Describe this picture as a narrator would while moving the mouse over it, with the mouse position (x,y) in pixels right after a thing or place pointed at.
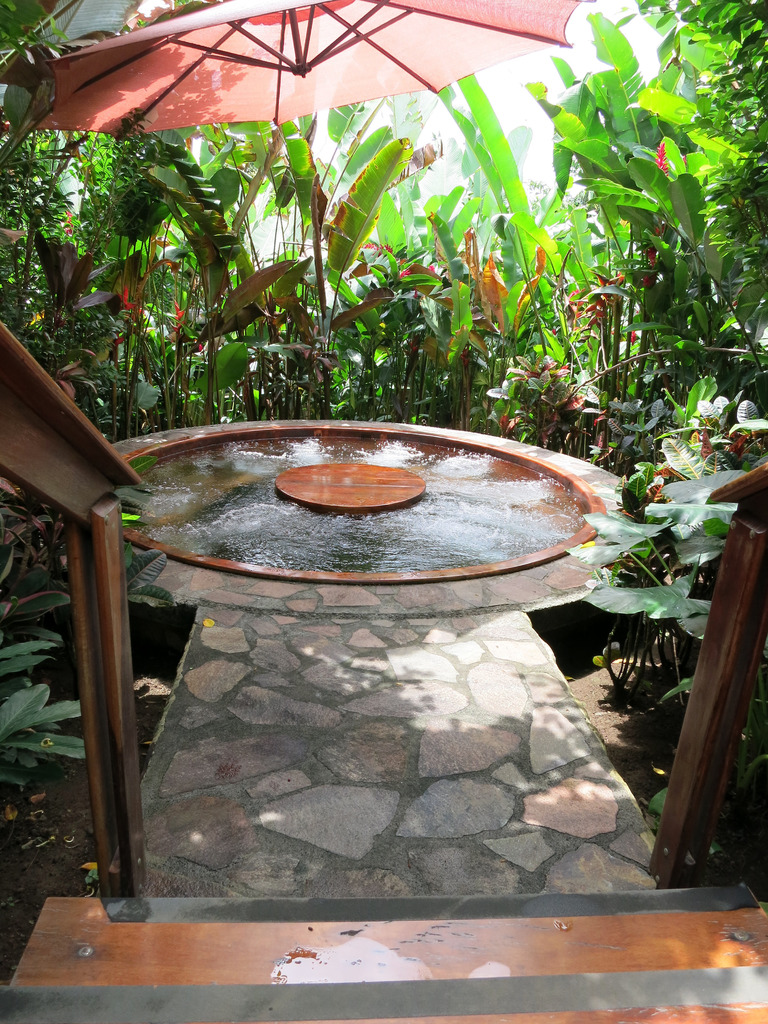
In this picture we can see an umbrella (116,103), water (224,503), steps (648,961), path (399,625) and in the background (149,301) we can see trees (522,358).
